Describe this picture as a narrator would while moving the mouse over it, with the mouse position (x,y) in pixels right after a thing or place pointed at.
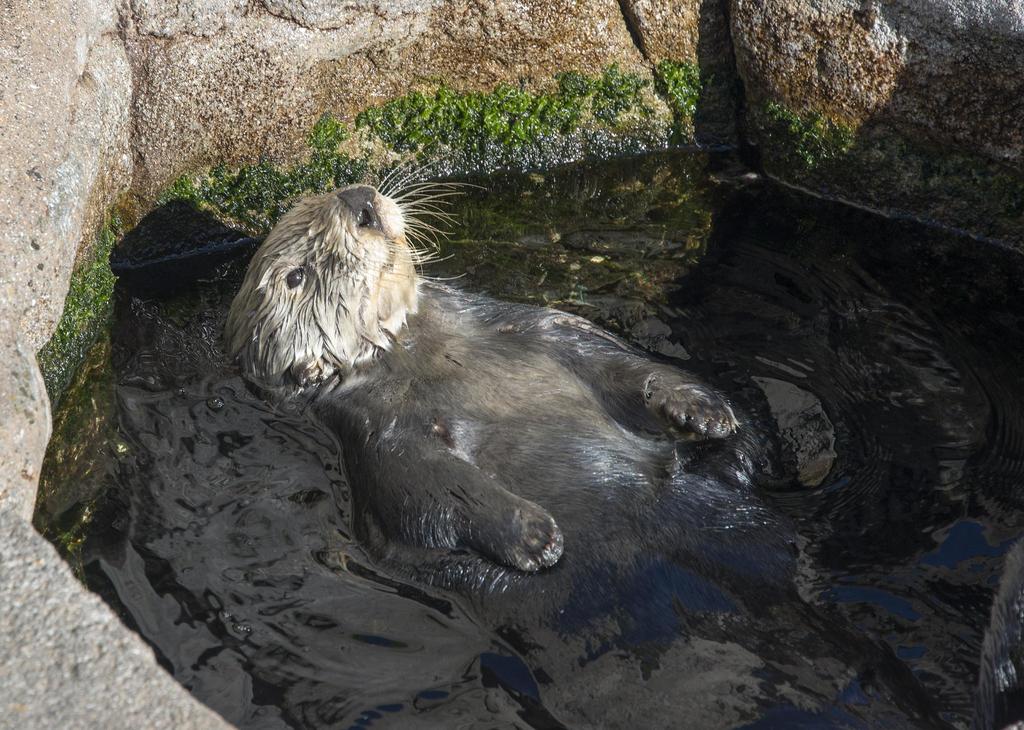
Here we can see an animal (505,470) in the water (329,599) and there are rocks (52,79).
